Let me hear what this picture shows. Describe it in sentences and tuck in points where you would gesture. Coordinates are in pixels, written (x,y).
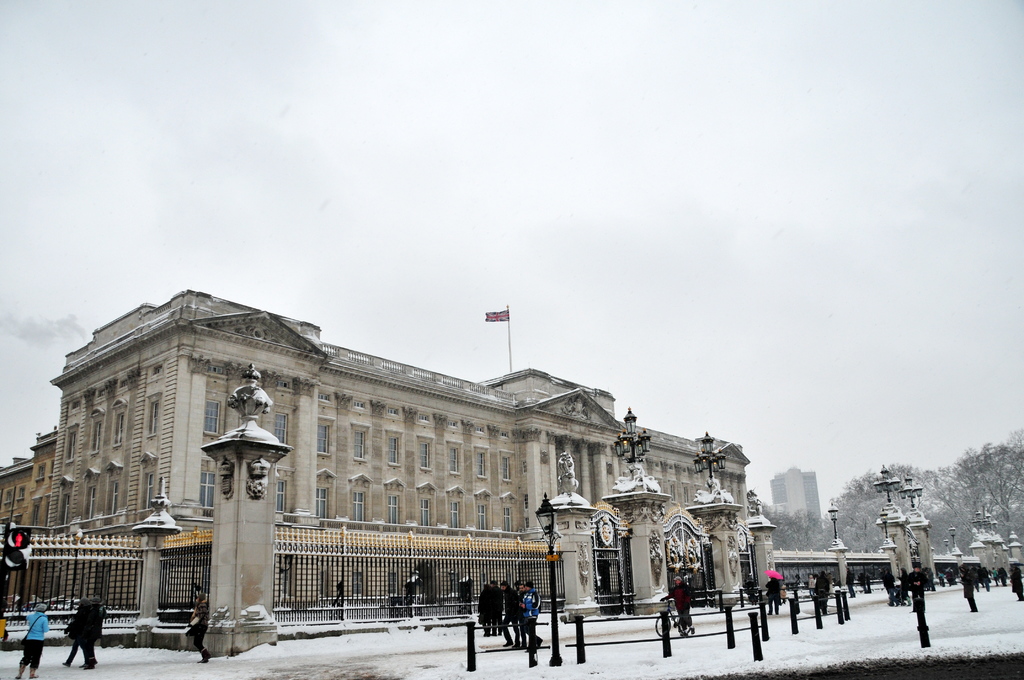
In this picture we can see people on the road (319,664), beside this road (342,665) we can see buildings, trees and on one building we can see a flag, here we can see traffic signal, electric poles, bicycle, umbrella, metal poles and some objects (409,616) and we can see sky (854,15) in the background (845,29).
